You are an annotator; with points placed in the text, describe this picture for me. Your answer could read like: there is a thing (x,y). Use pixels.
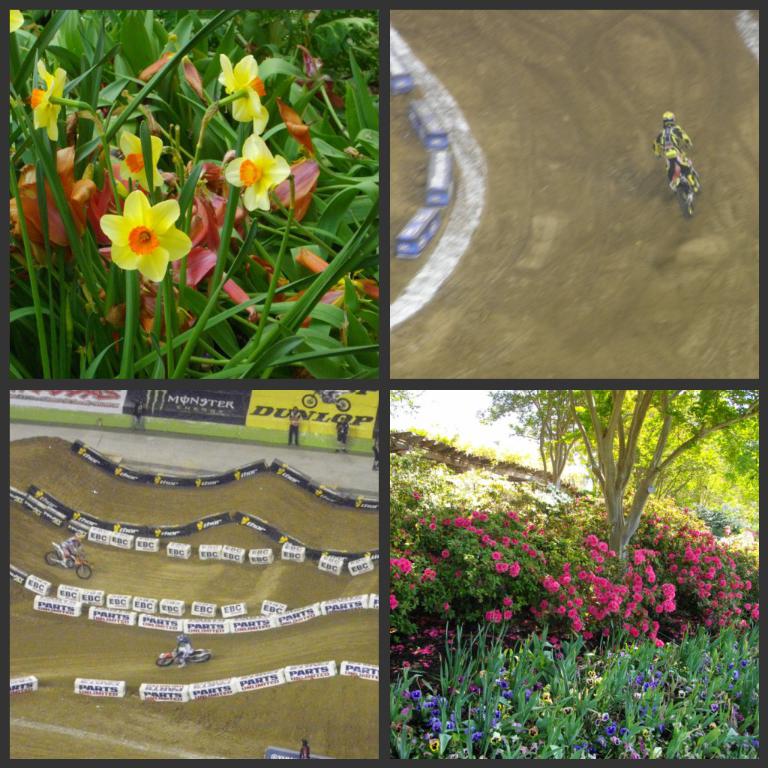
This is collage image, in this image there are four pictures, in one picture there are flowers (215,193) and leaves (311,221), in second picture a man (686,139) riding a bike (686,192) on soil land (555,309), in third picture there are two man (187,657) riding bikes (203,651) on soil land (272,511), in fourth picture there are flower (645,550) and trees (627,461).
